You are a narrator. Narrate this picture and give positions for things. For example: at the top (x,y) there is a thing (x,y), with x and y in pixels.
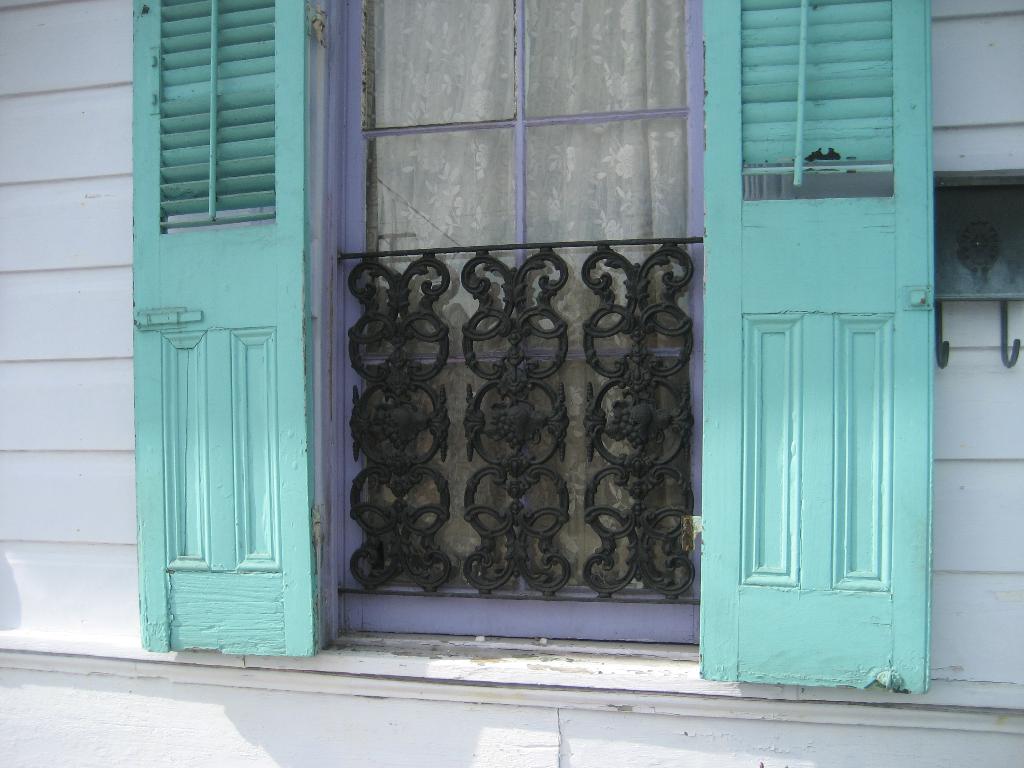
In the center of the picture (535,366) we can see window (498,121), curtain (547,88) and grill (530,293). In this picture we can see a wooden wall (10,283). Towards right (951,271) there is a hanger (938,348). At the bottom (279,714) it is wall (292,747).
